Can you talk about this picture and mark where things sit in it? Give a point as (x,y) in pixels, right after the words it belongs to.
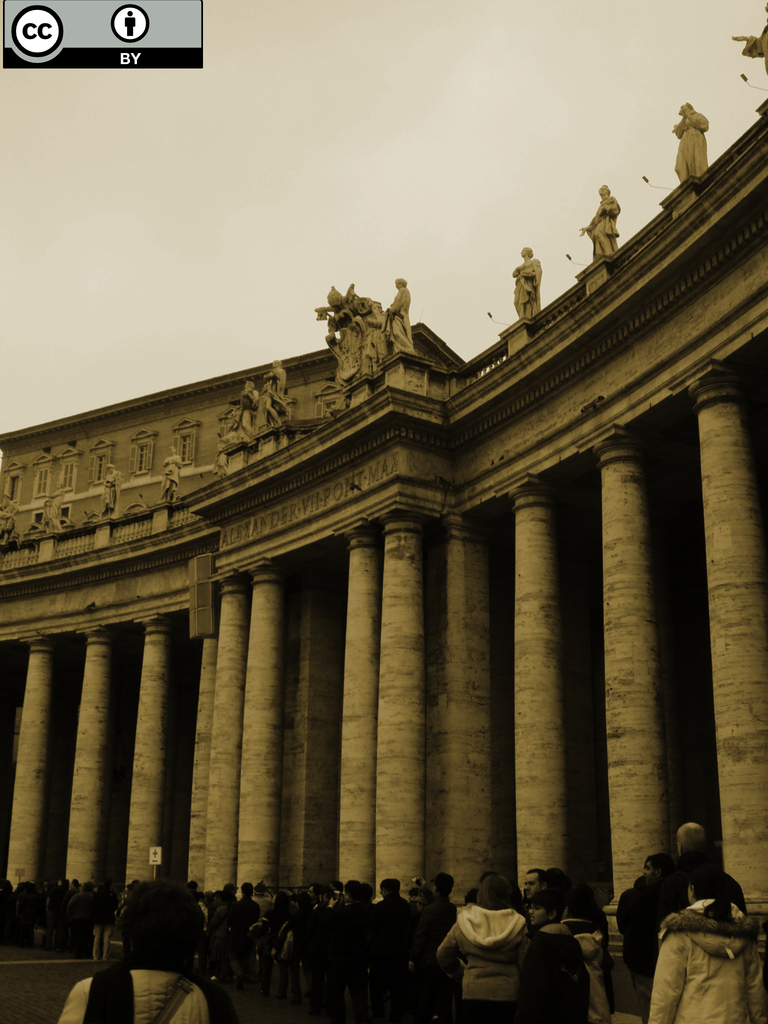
In this image, we can see a building (367,579) and at the bottom (259,914), there are people (279,954) on the road (55,989) and at the top (92,36), there is a logo (106,35).
